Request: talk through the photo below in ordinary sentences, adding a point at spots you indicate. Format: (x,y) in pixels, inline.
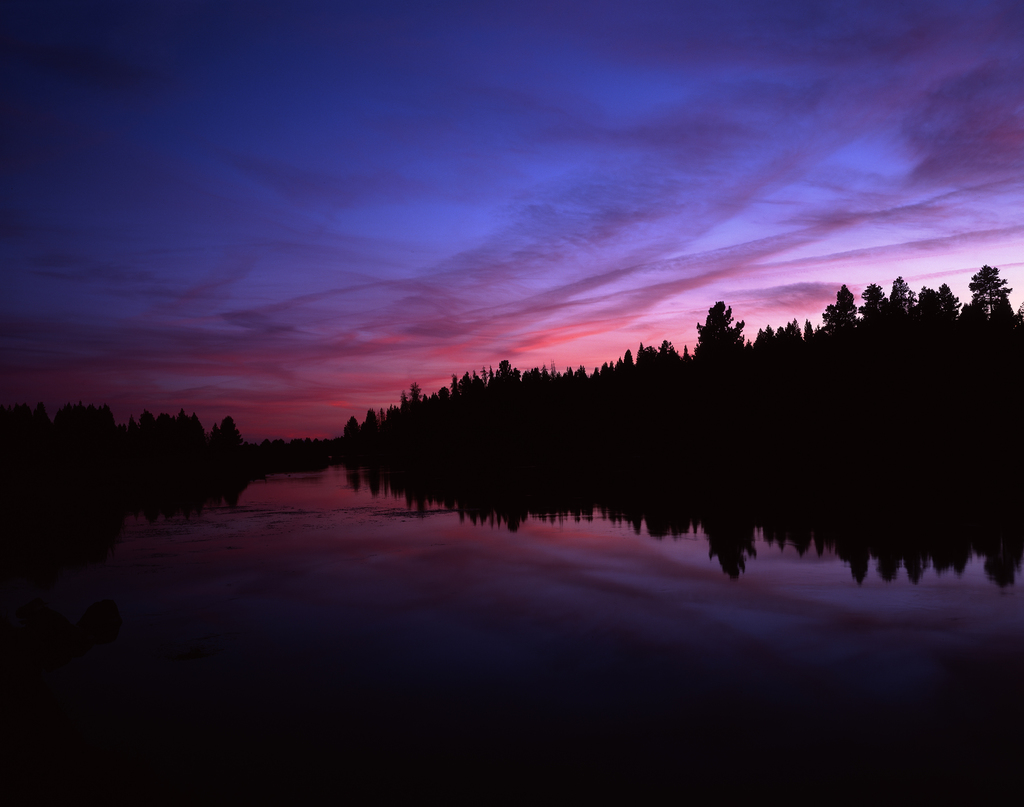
In the foreground of the picture (423,537) there is a water body (328,538). In the center of the picture (580,408) there are trees (532,371). In the background (225,153) it is sky (647,140).
